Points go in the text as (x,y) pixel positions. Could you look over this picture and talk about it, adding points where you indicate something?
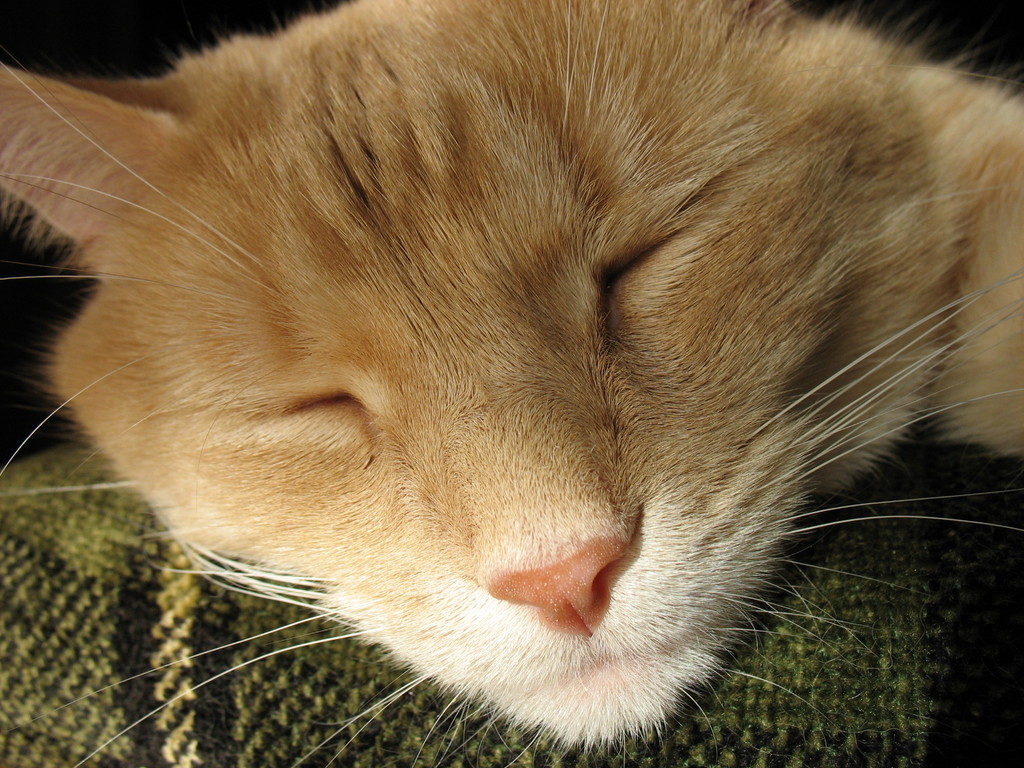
In the picture I can see a cat (591,382) and some other thing (697,761).
